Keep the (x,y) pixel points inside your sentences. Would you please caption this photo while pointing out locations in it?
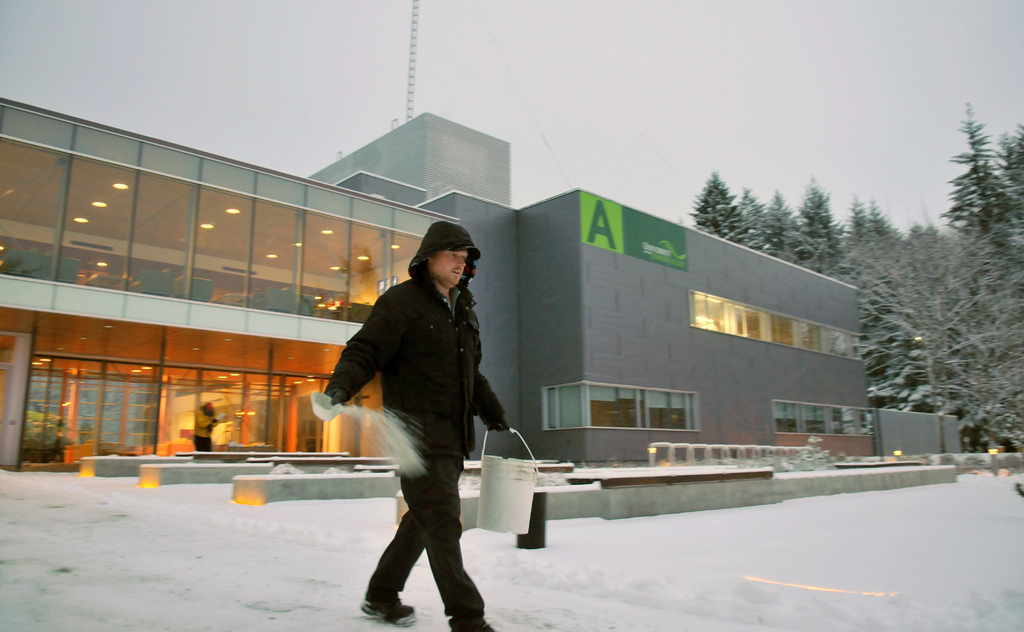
In this image I can see the person (423,426) wearing the black color dress (407,406) and holding the bucket (512,493). I can see the person (455,570) is on the snow (542,589). In the background (531,413) I can see the building (577,394), many trees (967,267) and the sky (325,57). I can see one more person (205,444) in-front of the building (184,424).
